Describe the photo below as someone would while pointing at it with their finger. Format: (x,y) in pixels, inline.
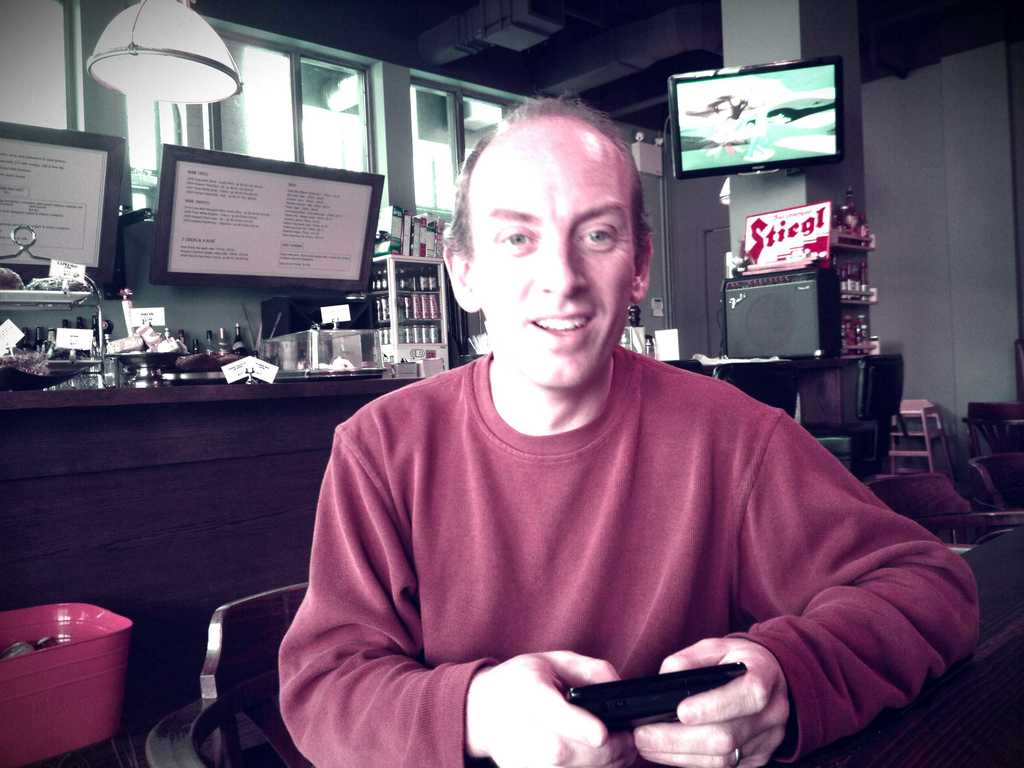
In this image I see a man (433,384) who is wearing maroon t-shirt (504,515) and he is holding a black color thing (662,712) in his hand (679,722) and I see that he is sitting on a chair (217,626) and in the background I see few more chairs (908,431) over here and I see a TV (807,104) on this pillar (811,189) and I see 2 boards (1,200) over here and I see a light (130,51) over here and I can also see the windows (421,192), few bottles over here and I see many more things (380,361) and I see the wall (902,156) and I see a board (811,236) over here on which there is a word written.
